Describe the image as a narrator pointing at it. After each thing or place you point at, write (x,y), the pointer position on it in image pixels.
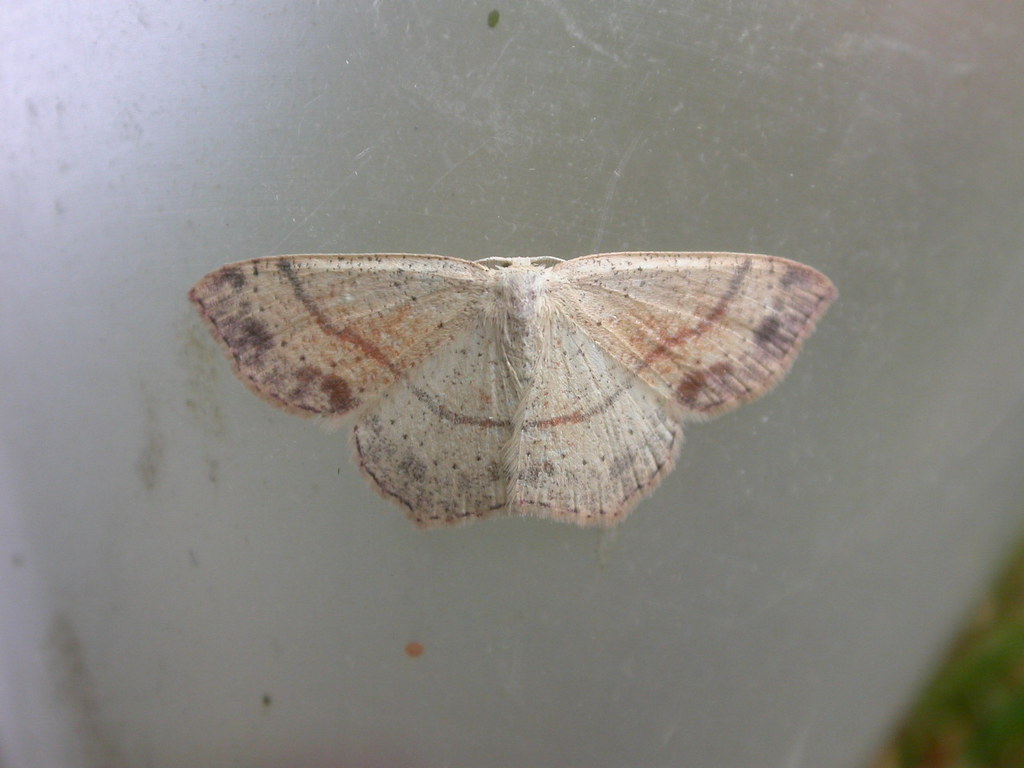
In the middle of this image (525,334), there is a moth (528,282) on a glass surface (454,253). And the background is blurred.
